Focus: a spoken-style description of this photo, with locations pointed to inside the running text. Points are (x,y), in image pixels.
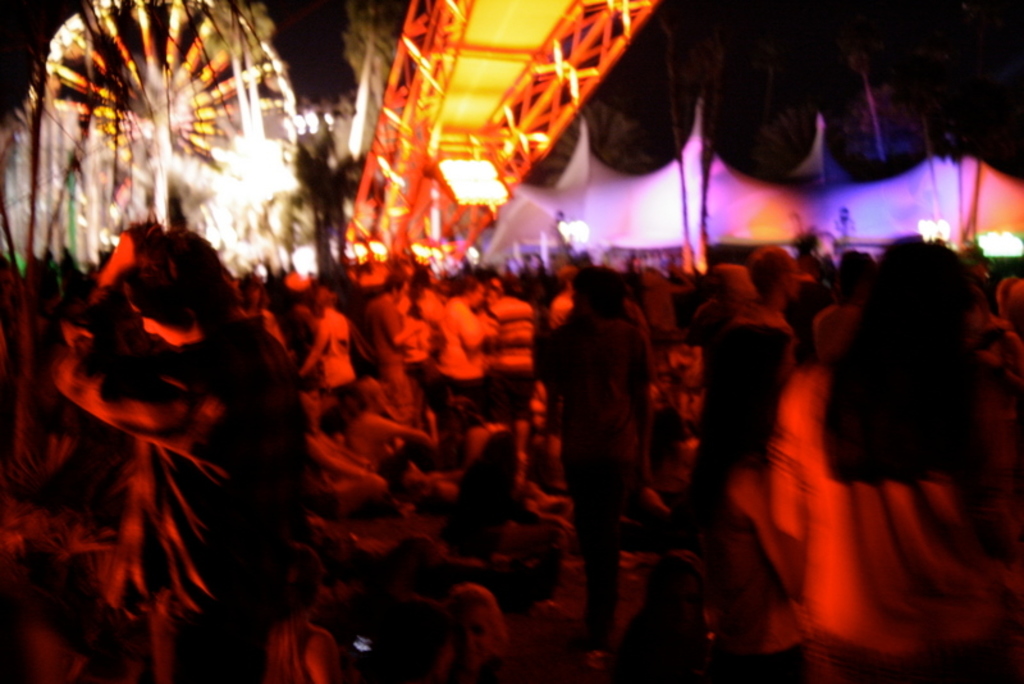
In the picture we can see many numbers of people (512,550) are standing and some are sitting on them, we can see a red color light focus (182,439) and far away from them, we can see a giant wheel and some tents (1010,192) with light focus (873,198) on them and behind it we can see some trees (761,161) in the dark.
